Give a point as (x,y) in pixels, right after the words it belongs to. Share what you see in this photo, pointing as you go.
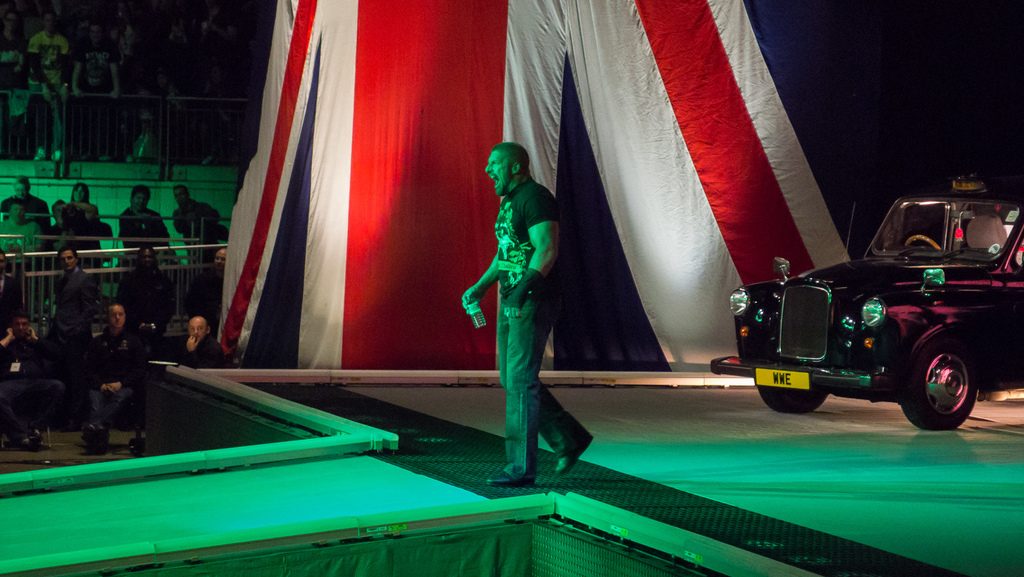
In this image we can see a man (567,438) walking on the stage (590,472) holding a bottle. We can also see a car (923,416) beside him. On the left side (100,416) we can see a group of people (109,398) and the fence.
